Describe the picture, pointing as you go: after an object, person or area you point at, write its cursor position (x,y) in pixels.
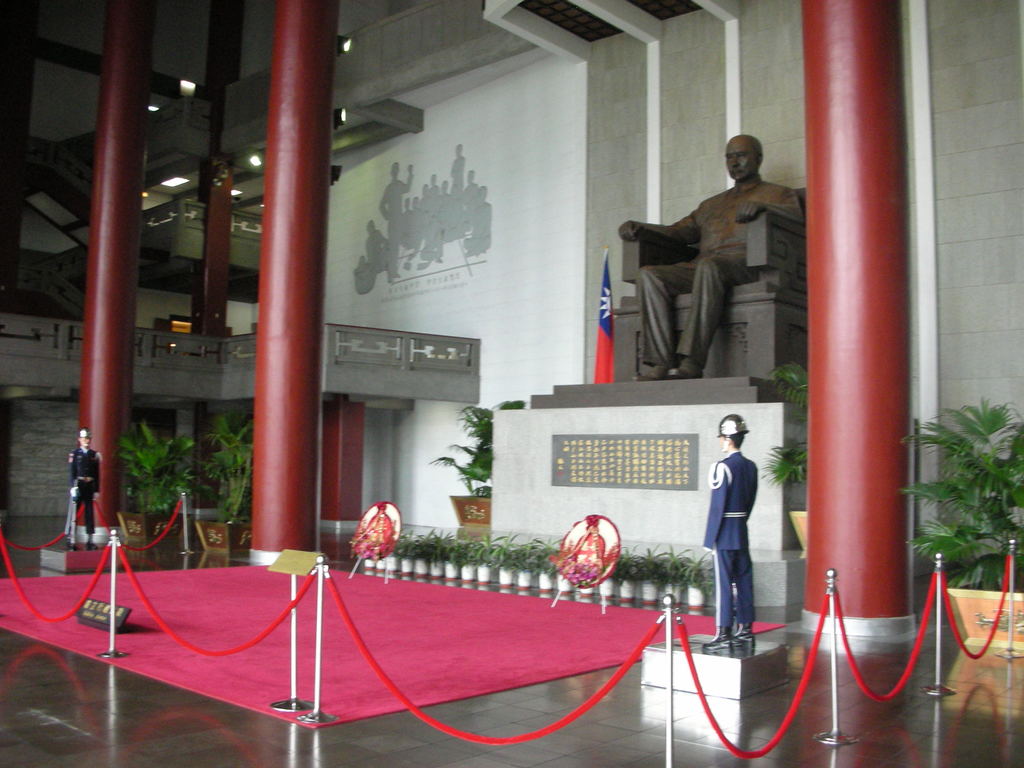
In this image we can see the inner view of a building (545,294) and there is a statue (688,252) of a person (727,210) sitting on chair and there are two persons (79,495) which are soldiers (83,470) and there is a board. We can see barricades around the statue (630,321) and there are some potted plants (980,436).
